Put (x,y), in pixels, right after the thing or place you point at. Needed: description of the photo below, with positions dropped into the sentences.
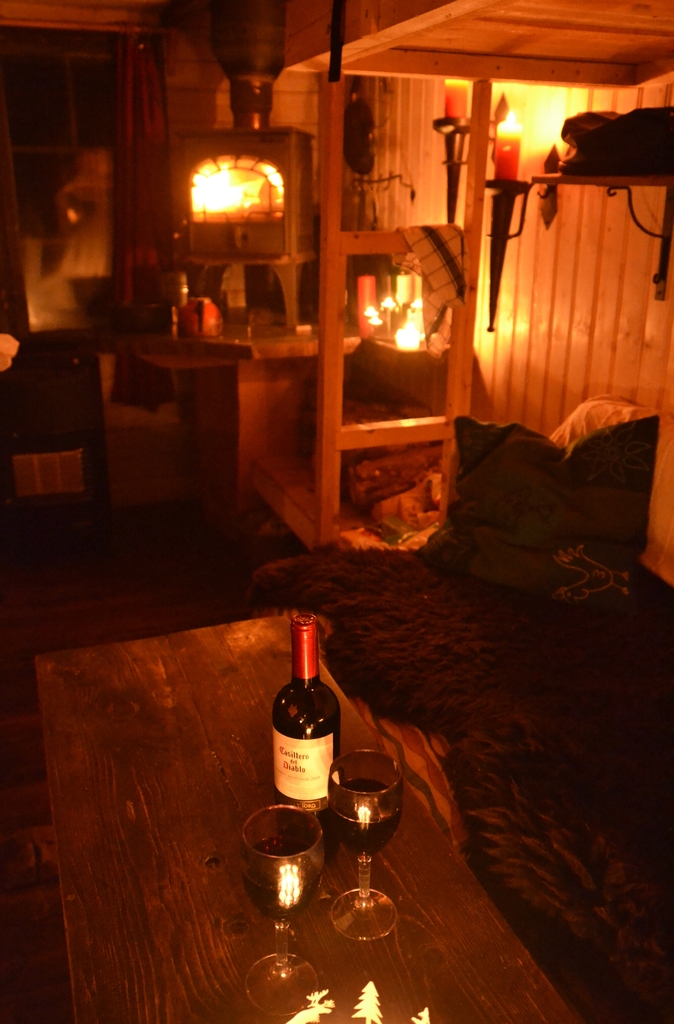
As we can see in the image there is a table (172,871) on which there are two wine glasses (359,845) and a wine bottle (305,720). Beside the table (228,758) there is a sofa (500,621) on which there is a cushion (547,519) and the room (231,401) is darker and there are candle lights (413,297) in the room (468,266). There is a ladder (466,240) in between and the room (421,138) is completely of wood (569,403).
